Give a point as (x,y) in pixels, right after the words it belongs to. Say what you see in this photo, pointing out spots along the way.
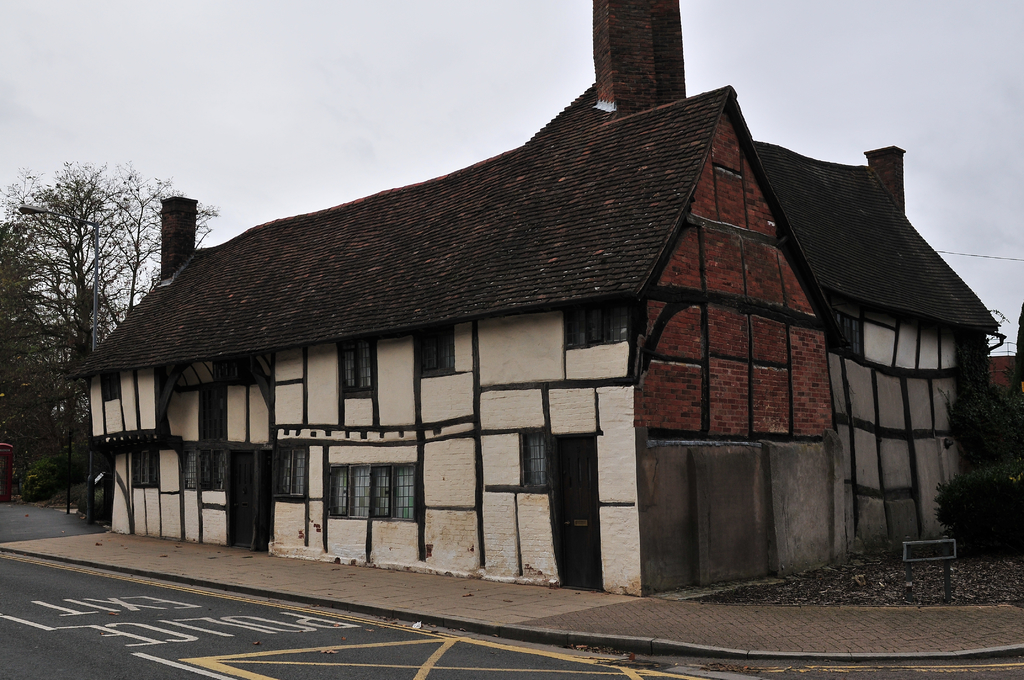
In the picture I can see a building (232,264), a road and some other objects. In the background (298,107) I can see the sky (299,109) and trees (85,283).
